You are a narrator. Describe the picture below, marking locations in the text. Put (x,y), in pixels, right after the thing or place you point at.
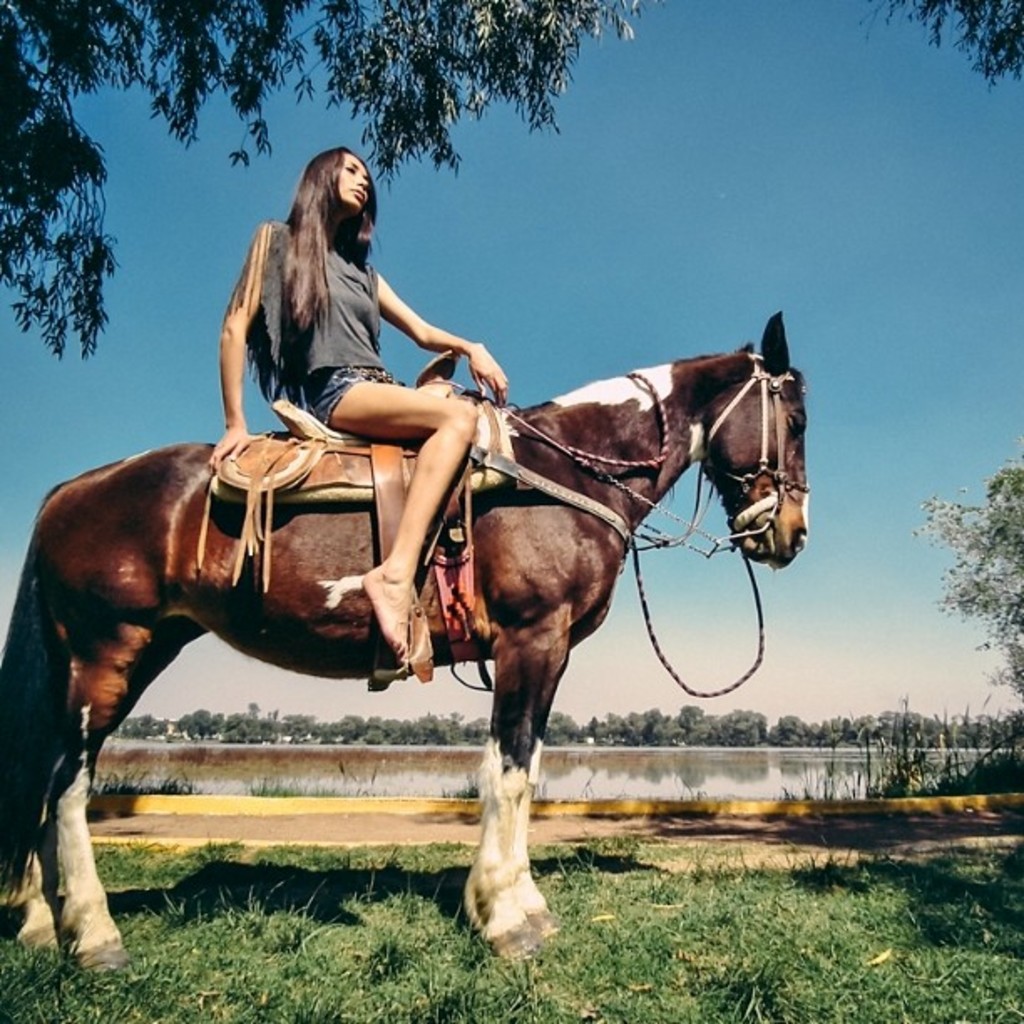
In this image I can see a person (369,306) doing horse riding. In the background (506,133) there are trees (445,25) and the sky (825,185).
